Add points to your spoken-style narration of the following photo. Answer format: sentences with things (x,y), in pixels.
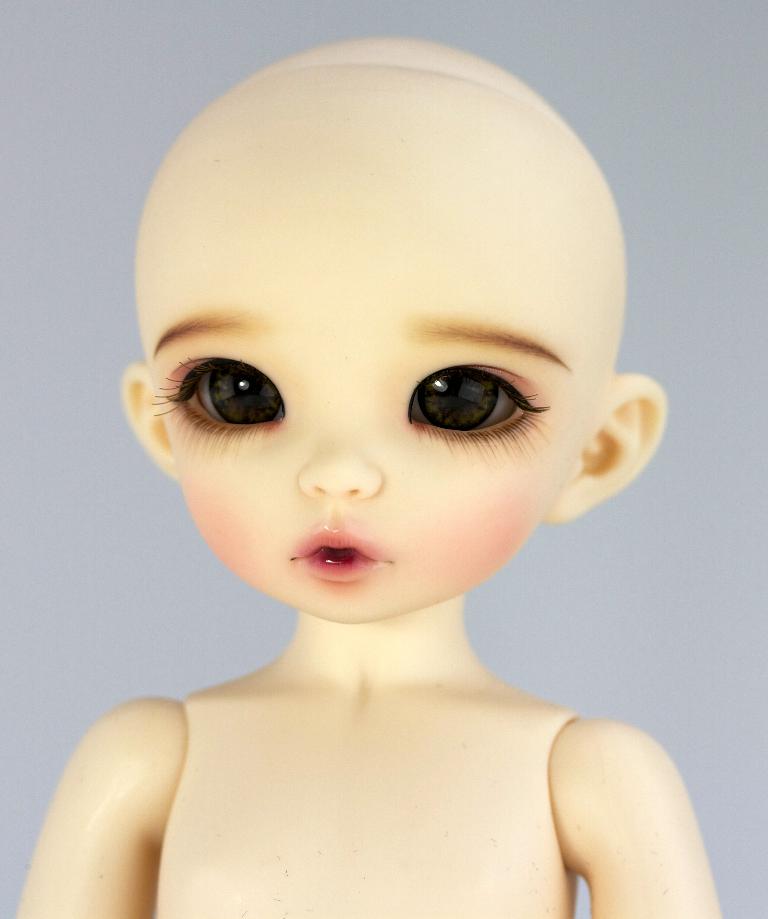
There is a doll (306,690). In the background (569,656) it is light grey.
